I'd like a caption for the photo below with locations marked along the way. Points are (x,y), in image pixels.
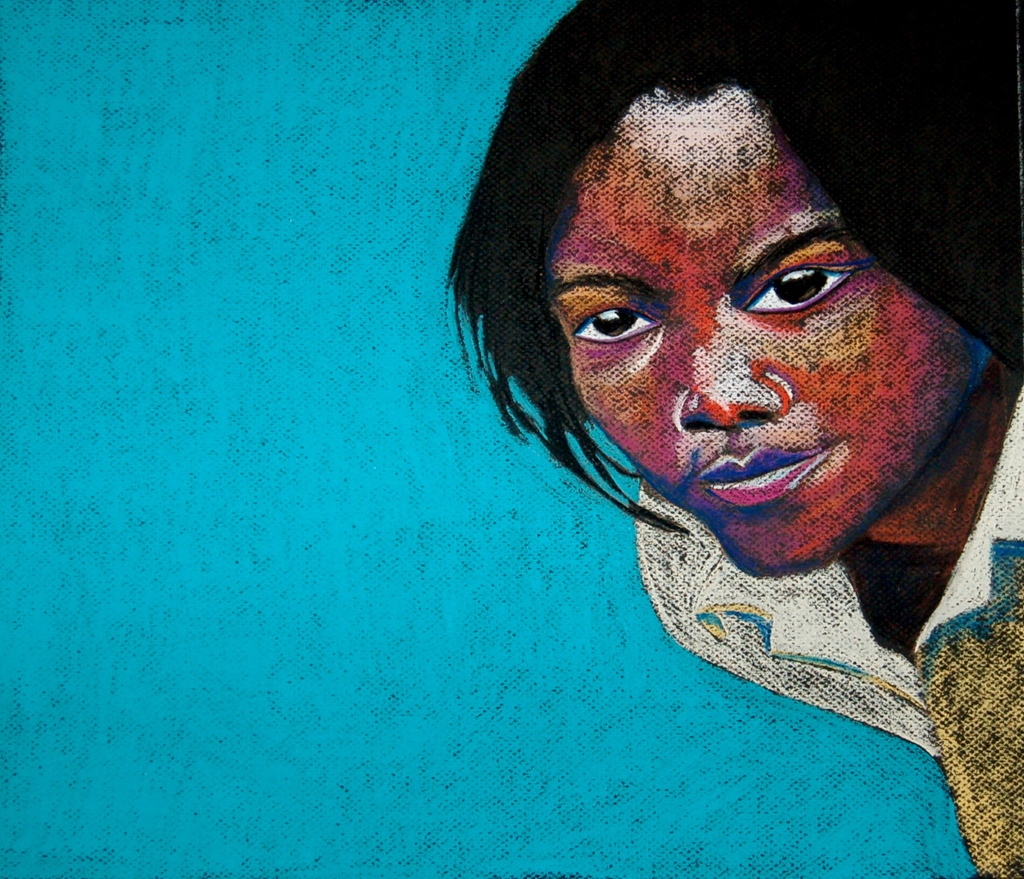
This is an animation in this image, on the right side (761,429) there is one woman (770,450).
